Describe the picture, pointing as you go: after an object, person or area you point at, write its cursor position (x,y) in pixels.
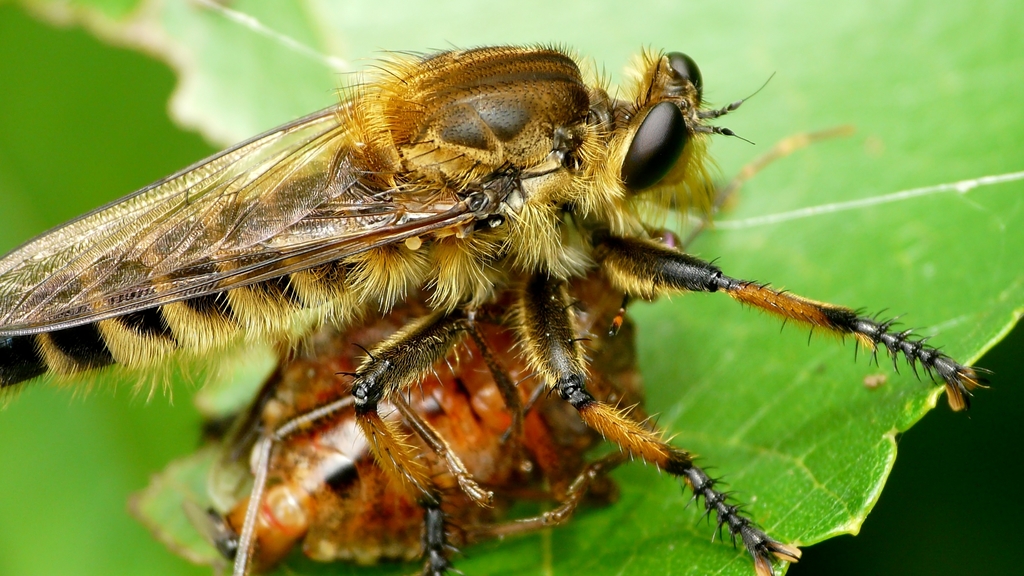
In this image there is an insect (517,290) on the leaf (637,305) and the background (55,492) is blurry.
